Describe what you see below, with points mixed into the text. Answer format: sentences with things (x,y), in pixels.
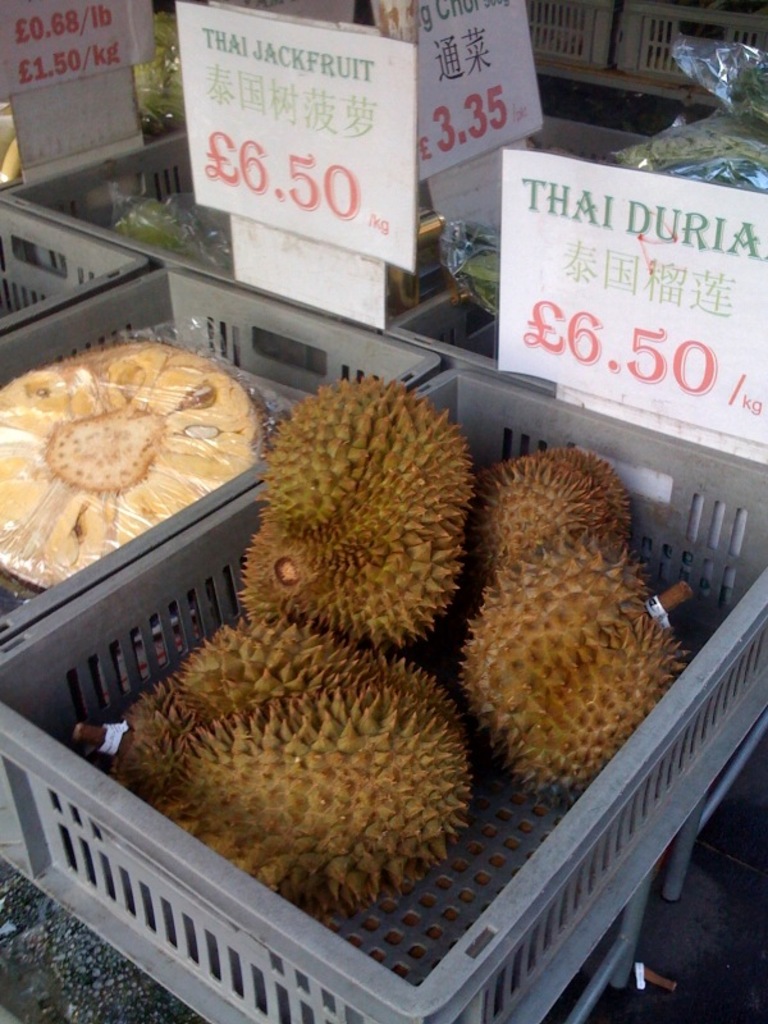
In this image there are fruits (324,492) in trays (410,971) and there are price boards (304,100).
